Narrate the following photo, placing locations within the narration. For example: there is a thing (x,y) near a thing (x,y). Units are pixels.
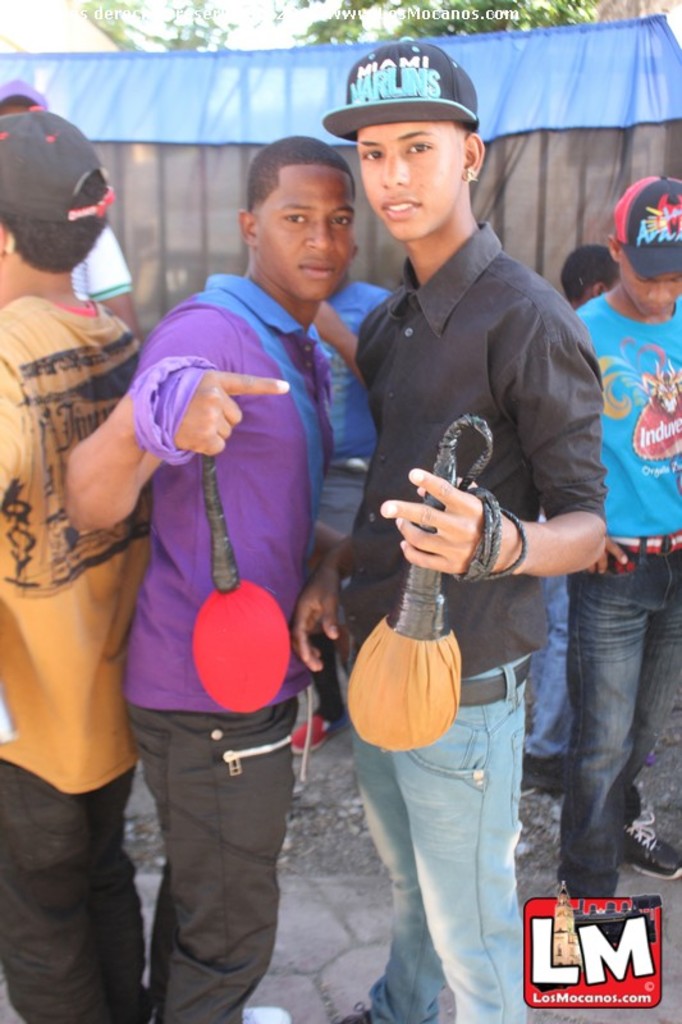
In this picture we can see a group of people (33,906) standing on the ground (317,1002) where two boys (313,340) holding objects (439,719) with their hands (438,478) and smiling and in the background (359,206) we can see a cloth (307,63) and leaves (444,34).
